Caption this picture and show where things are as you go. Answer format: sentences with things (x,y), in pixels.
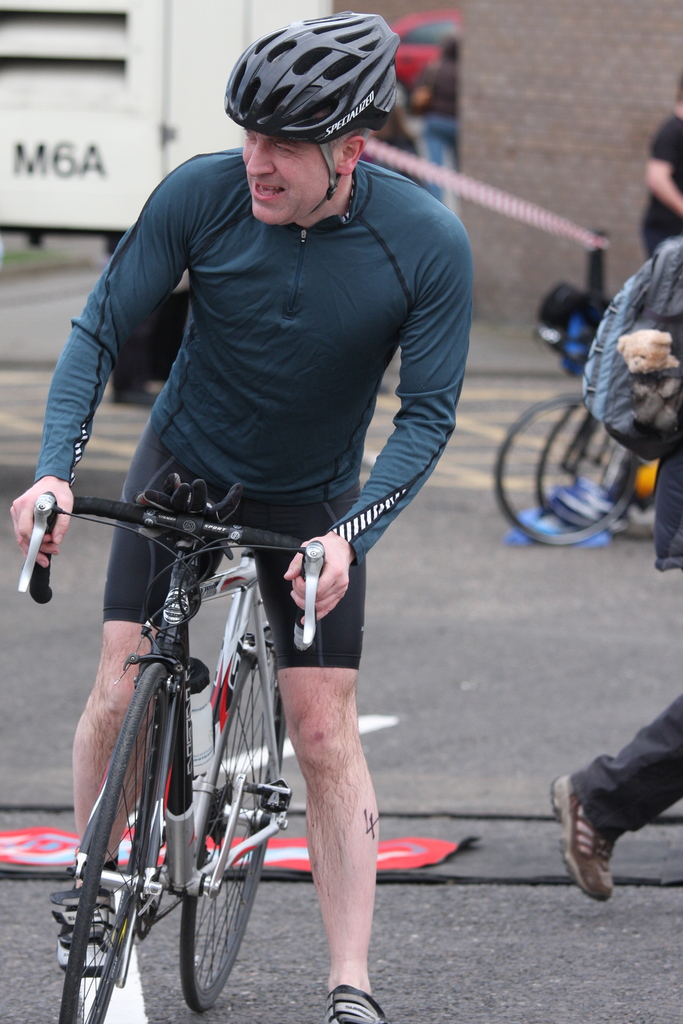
As we can see in the image there is a man (343,313) wearing helmet (306,71) and holding bicycle (170,690).
